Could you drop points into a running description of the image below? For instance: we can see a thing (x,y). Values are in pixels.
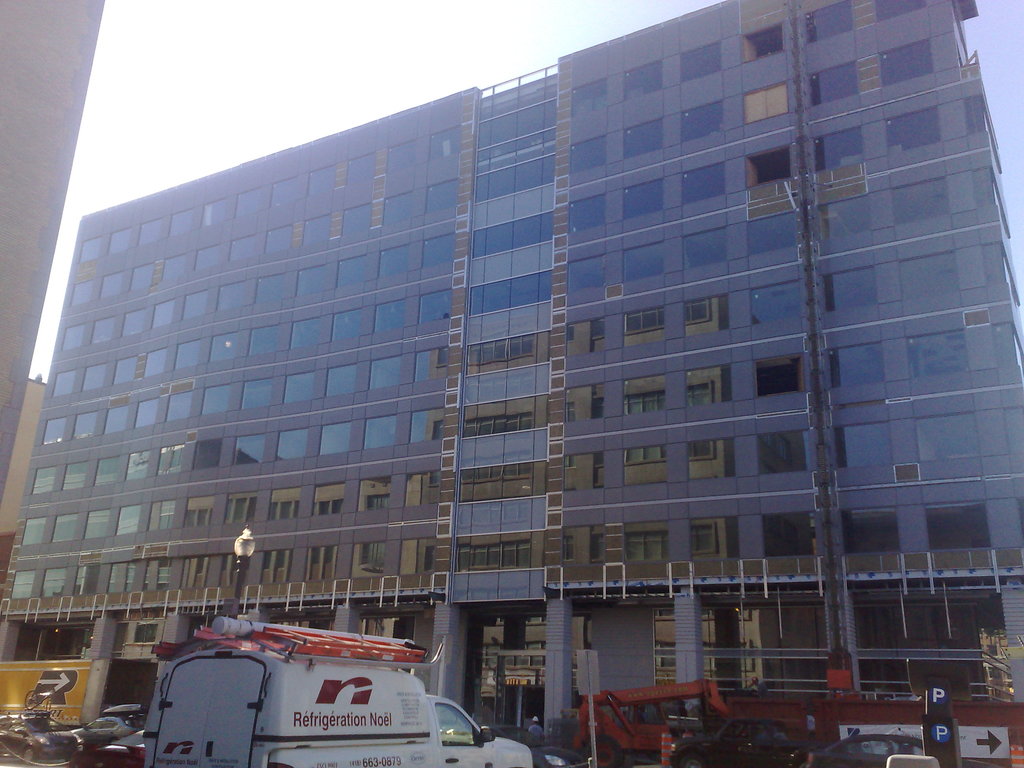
In this image we can see one big glass building (504,361), so many vehicles (188,727) in front of the building (507,674), so many objects (821,725) are on the surface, one person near to the building (3,610), one yellow, red sign boards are there, one light (244,547), one name board (523,681) attached to the building (529,700) and at the top (993,33) there is the sky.
